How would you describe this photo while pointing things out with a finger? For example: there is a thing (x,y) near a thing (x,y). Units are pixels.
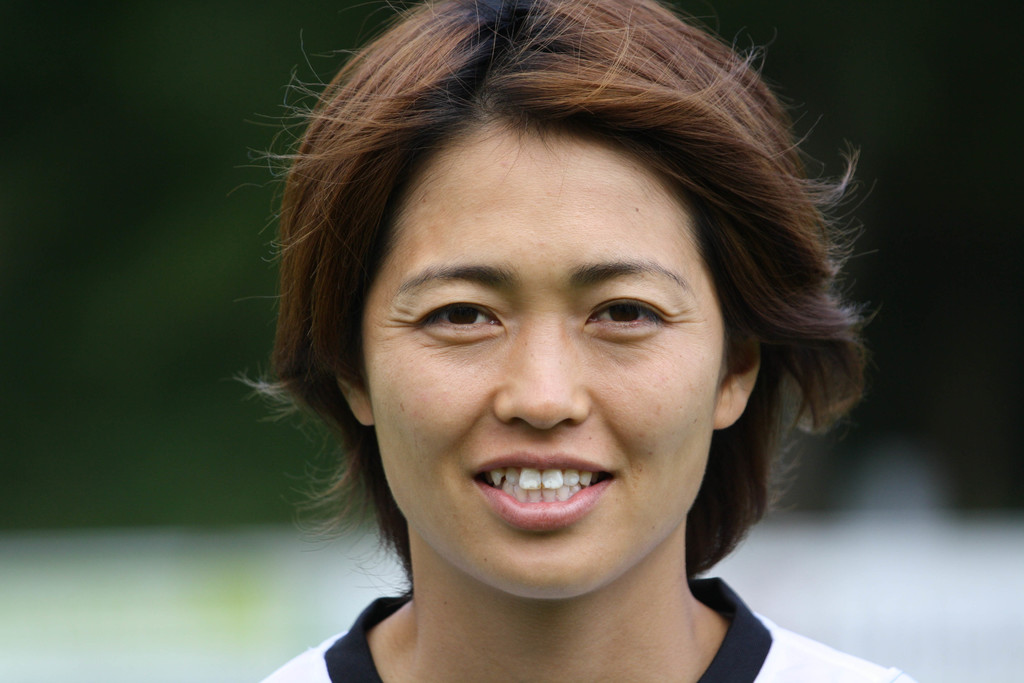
In this image there is a person (569,601) wearing a white shirt (738,651) having black collar (738,649). Background (215,622) is green and white in colour.
